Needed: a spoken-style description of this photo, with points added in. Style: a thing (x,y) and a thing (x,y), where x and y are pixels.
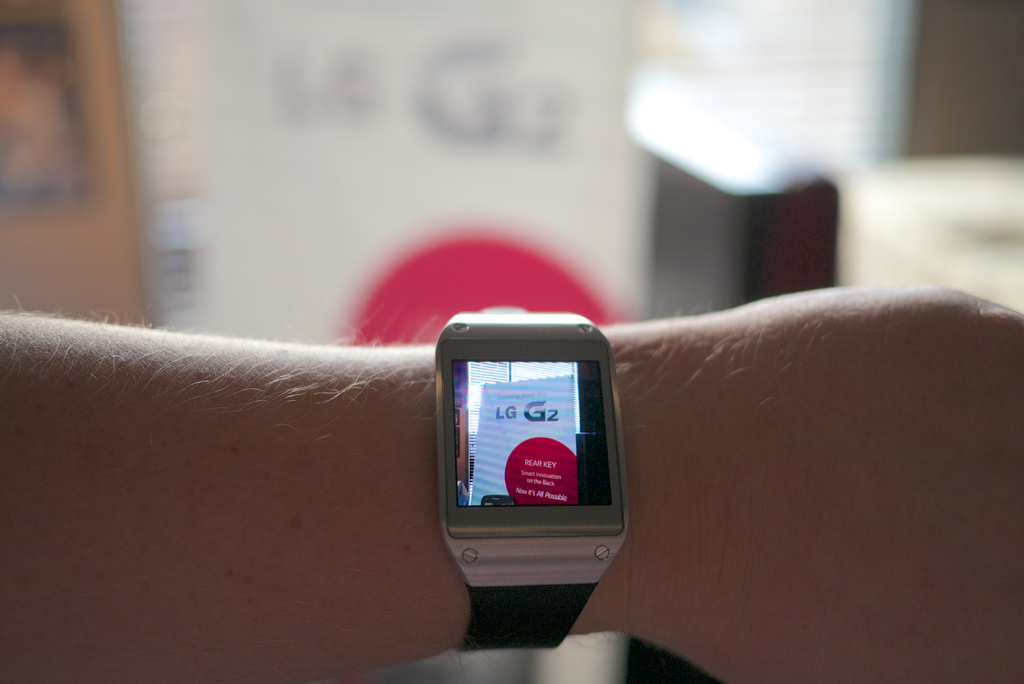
In this picture there is a hand (638,448) of a person (635,441) having a wrist watch (609,441) which is displaying an image (524,434) on it and there are some other objects (456,220) in the background (291,42).
